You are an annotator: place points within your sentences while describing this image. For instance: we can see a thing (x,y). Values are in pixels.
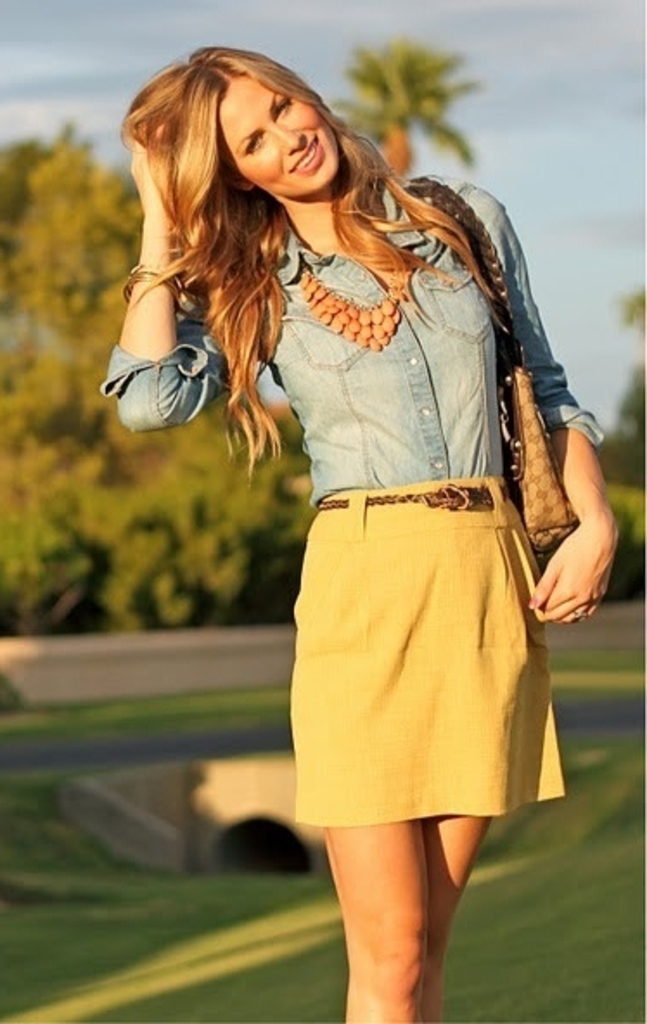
In this image we can see a woman (369,527) standing. On the backside (562,814) we can see some grass (463,907), trees (6,524) and the sky (509,185) which looks cloudy.
